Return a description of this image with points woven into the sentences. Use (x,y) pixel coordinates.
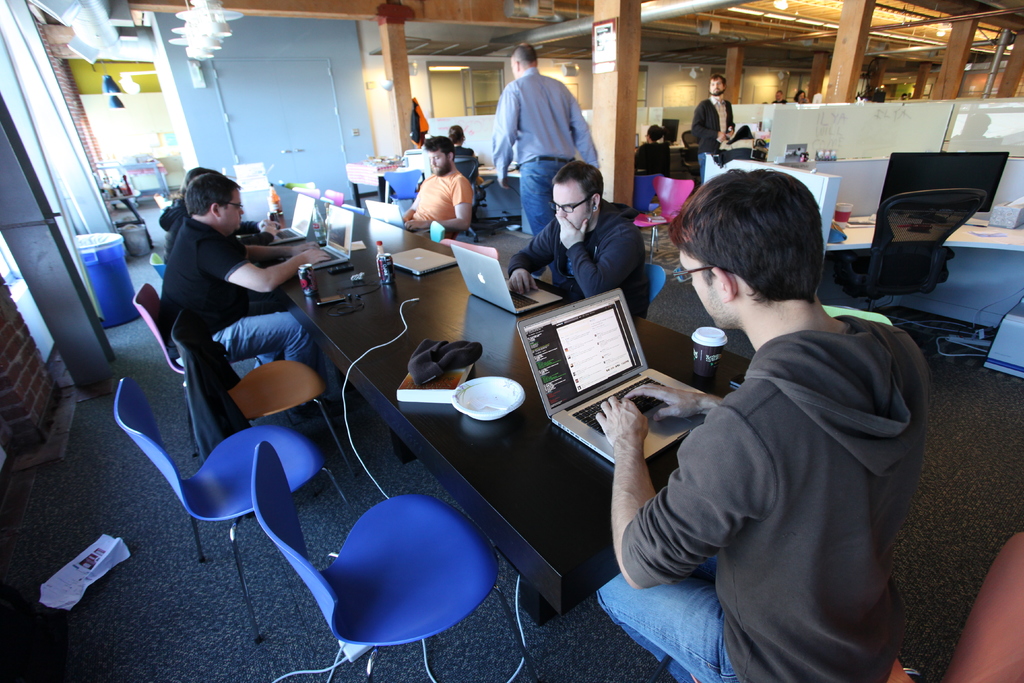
It is inside the office (312,241) group of people (275,246) are sitting around the table (368,326) using their laptops (384,209) and working in the background (486,115) there are pillars (394,73), drum (122,256) and wall (141,90).
